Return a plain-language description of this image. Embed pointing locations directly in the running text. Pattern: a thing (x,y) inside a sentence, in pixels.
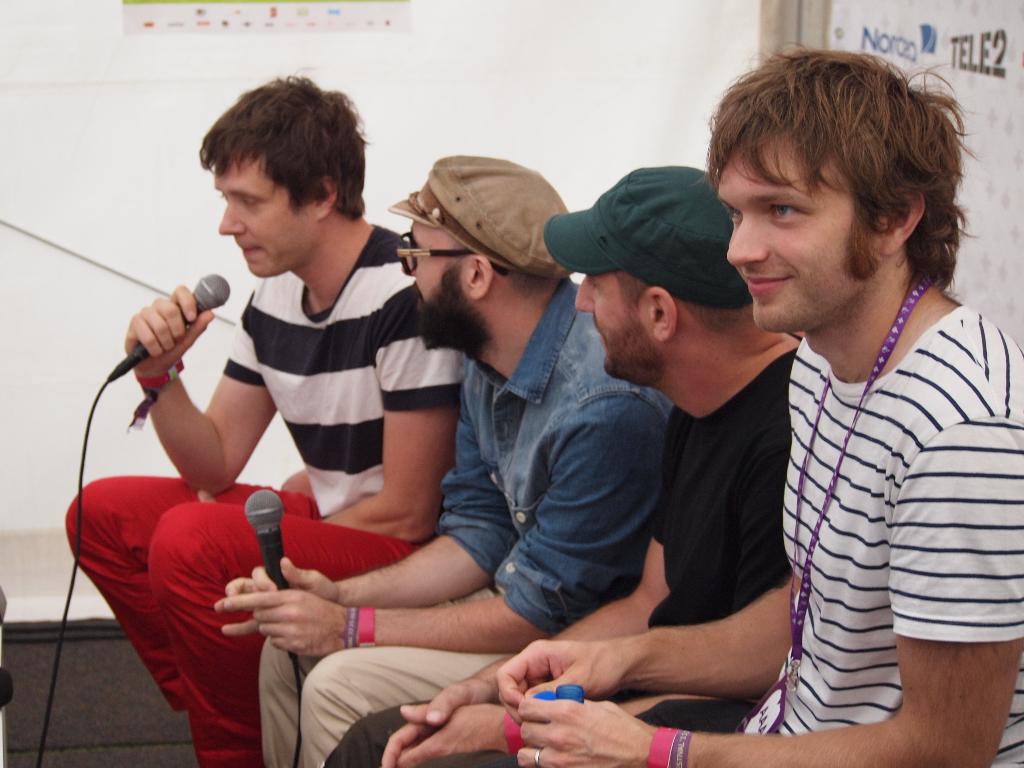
In this picture we can see four men (839,564) sitting on a chairs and they all are wearing wrist bands (683,734) to their hands (598,738). This man (140,491) holding a mike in his hand (173,311).
